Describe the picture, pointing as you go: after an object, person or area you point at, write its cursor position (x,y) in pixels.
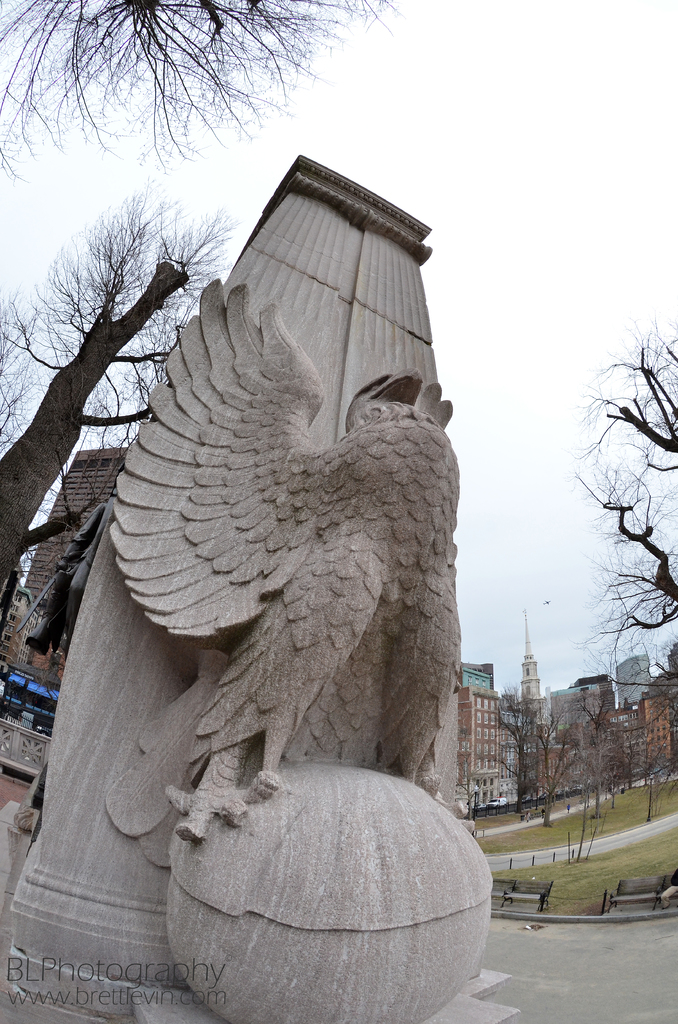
In this image we can see there is a sculpture (457,943). And at the side there is a grass (586,884), bench (628,882), trees (567,759), buildings (565,754) and the sky (512,199).
